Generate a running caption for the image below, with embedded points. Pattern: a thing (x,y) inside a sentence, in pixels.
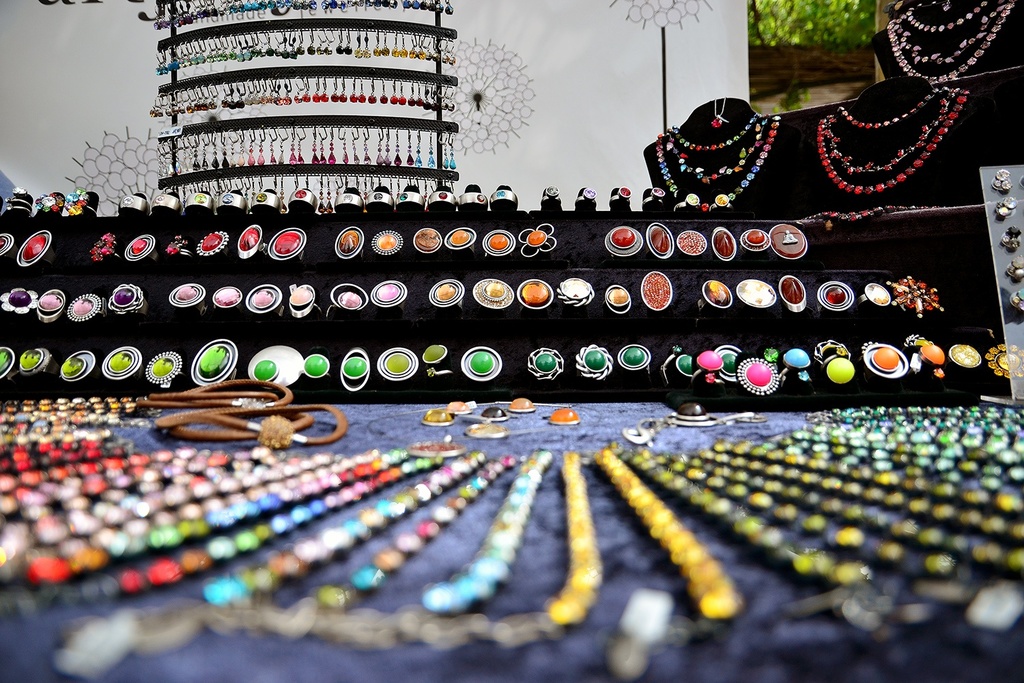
In this picture we can see ornaments (578,544) and in the background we can see some objects (1021,270).
